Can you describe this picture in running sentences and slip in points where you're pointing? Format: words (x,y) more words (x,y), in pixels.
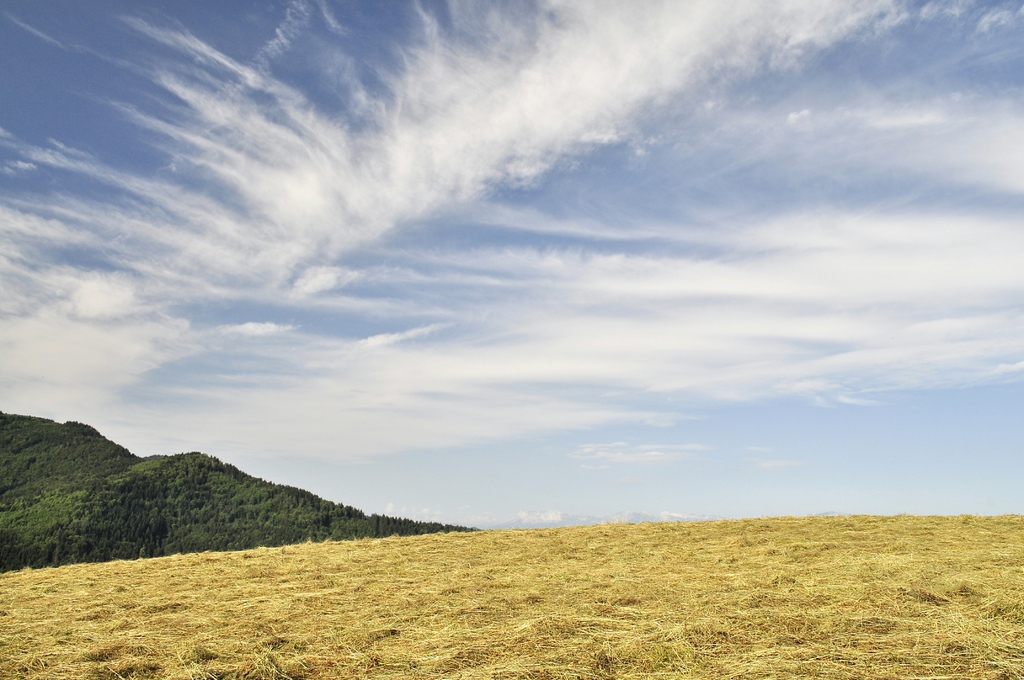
In this image I can see few trees (210,468) in green color and the grass (548,552) in brown color. I can see the sky (549,240) in blue and white color.
